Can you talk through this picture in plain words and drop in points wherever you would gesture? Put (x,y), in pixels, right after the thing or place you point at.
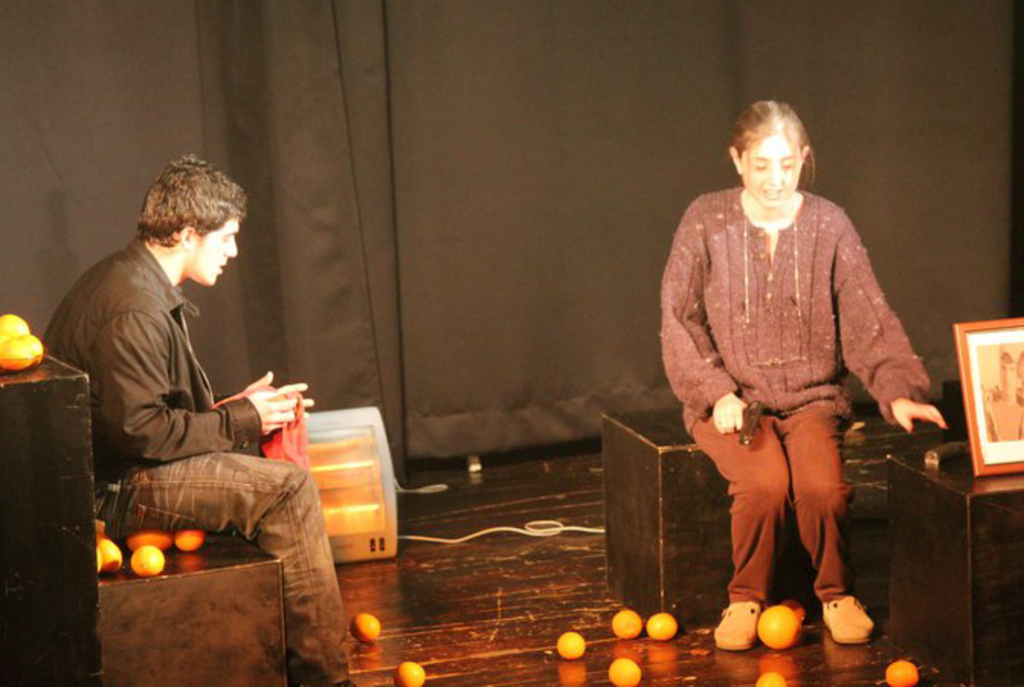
In this image we can see two person (766,313) sitting on a wooden boxes (245,582). One woman (815,359) is holding a gun (747,435) in her hand (738,417). A person (200,439) is holding a red cloth (304,469) in his hand (266,419). On the ground (482,606) we can see group of oranges (655,627). In the background (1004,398) we can see a photo frame (989,369) and a heater (316,458) and black curtain (470,273).
